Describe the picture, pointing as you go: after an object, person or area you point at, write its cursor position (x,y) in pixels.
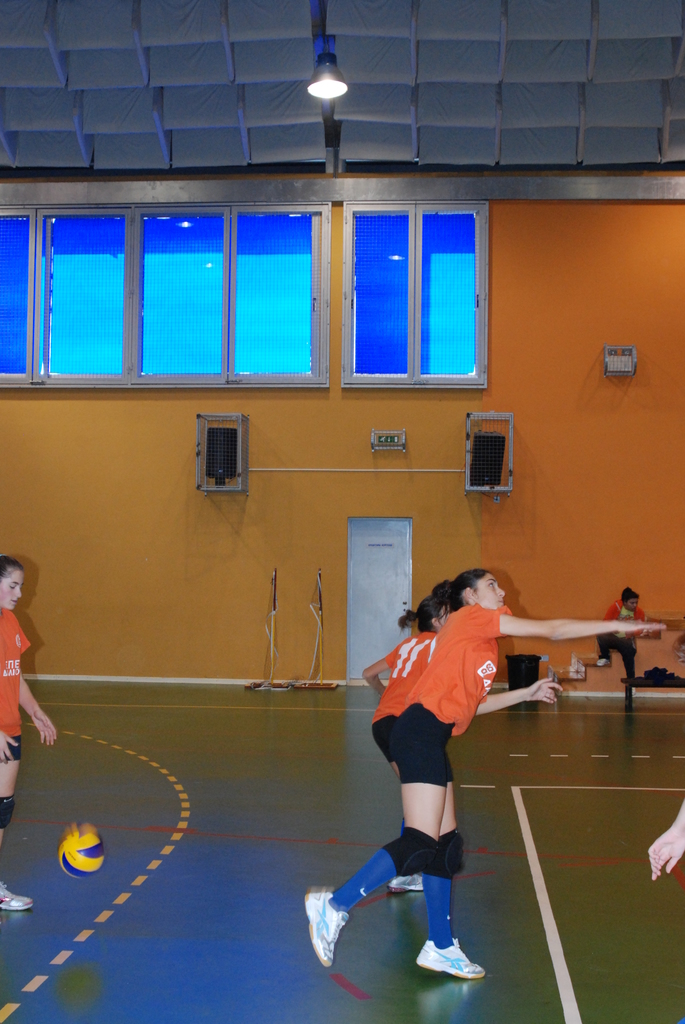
In this image in the center (397,679) there are persons (389,688) playing. On the left side (84,877) there is ball (84,866) in the air (84,904). In the background (370,537) there is door (381,583) and on the wall (167,499) there are speakers (488,471), there are windows (326,358) and there is a light (328,77) hanging in the center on the top (329,60).
